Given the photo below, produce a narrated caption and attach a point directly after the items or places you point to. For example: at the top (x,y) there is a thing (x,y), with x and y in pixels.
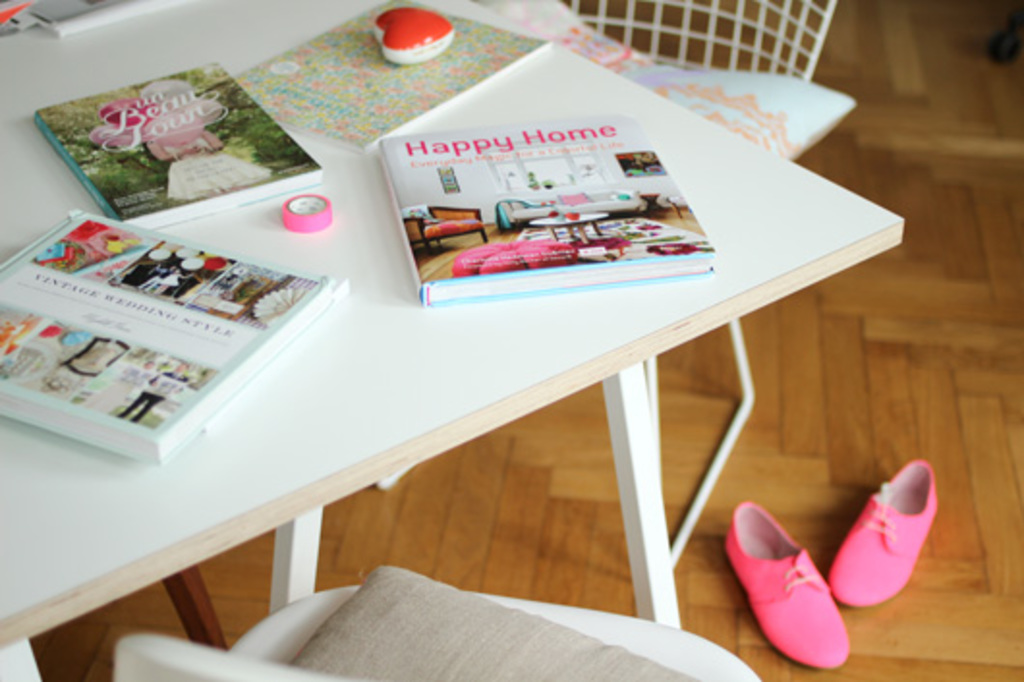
In this picture, we see a white table (344,404) on which the books (213,90), red color object (440,43) and a pink tape (317,223) are placed. At the bottom (387,609), we see a chair (668,636), pink shoes (888,590) and the wooden floor (883,168). At the top (756,48), we see a chair (684,29).
